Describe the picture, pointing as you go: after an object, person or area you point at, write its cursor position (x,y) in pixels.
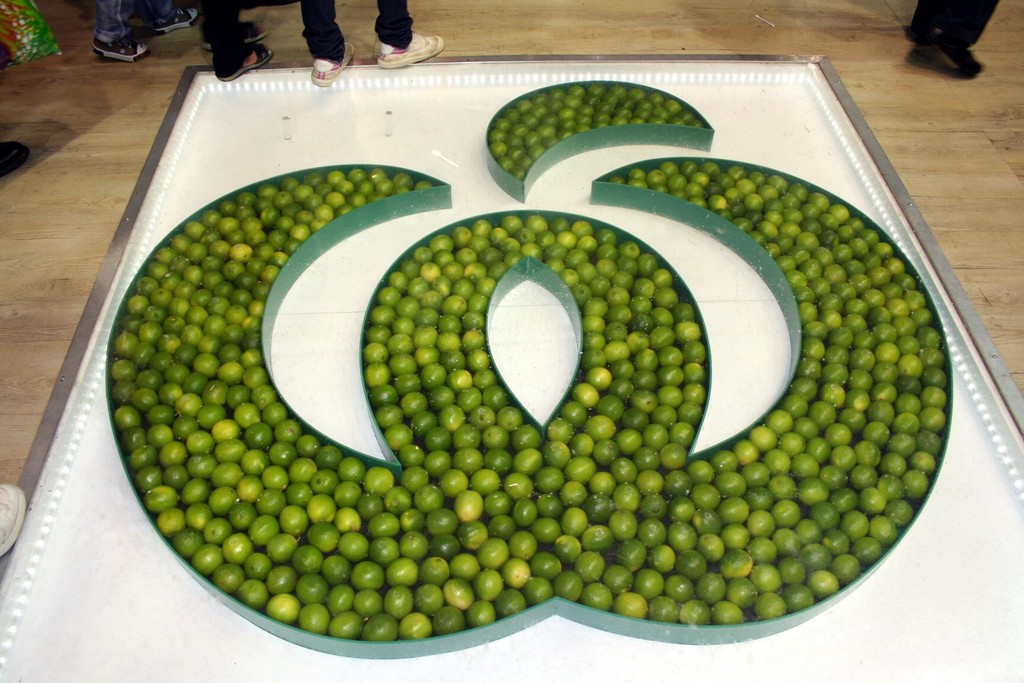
Here we can see fruits (831,473) arranged in a sequence manner. This is floor (962,184) and there are few persons (402,4).
